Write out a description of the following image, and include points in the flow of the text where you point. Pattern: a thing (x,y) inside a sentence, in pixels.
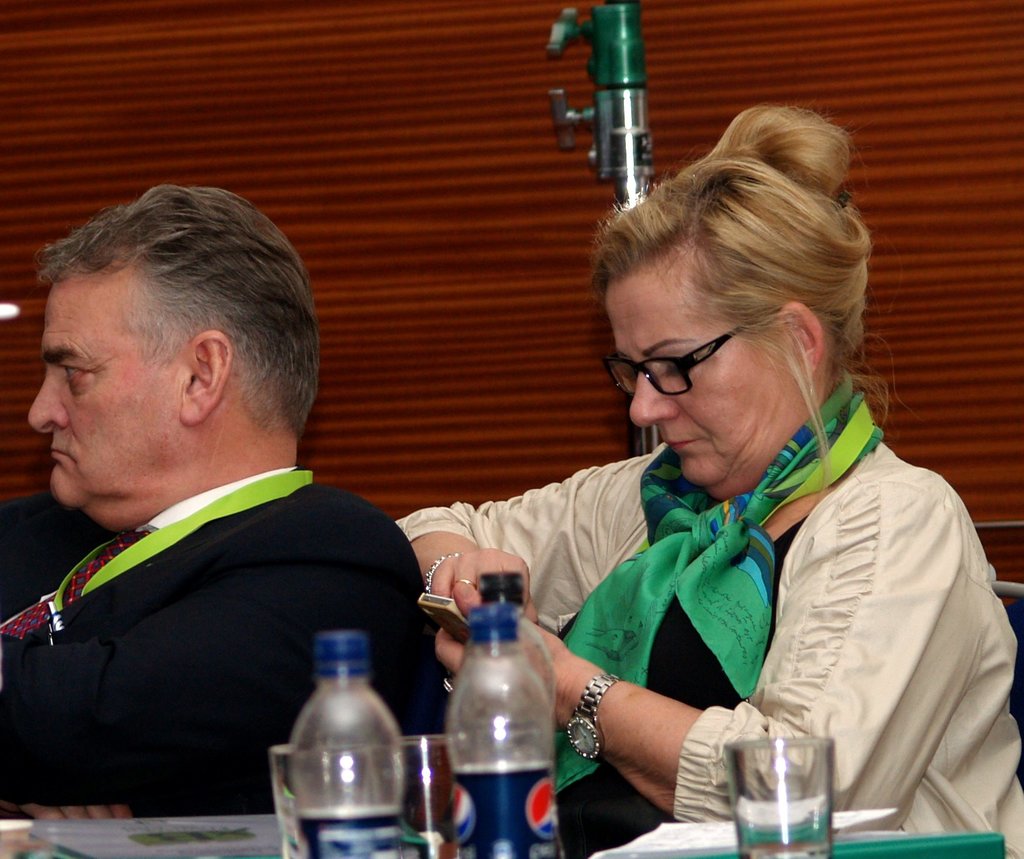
there is a man (49,590) and woman (1005,620) sitting in front of them there is a table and some bottles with glasses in it.
